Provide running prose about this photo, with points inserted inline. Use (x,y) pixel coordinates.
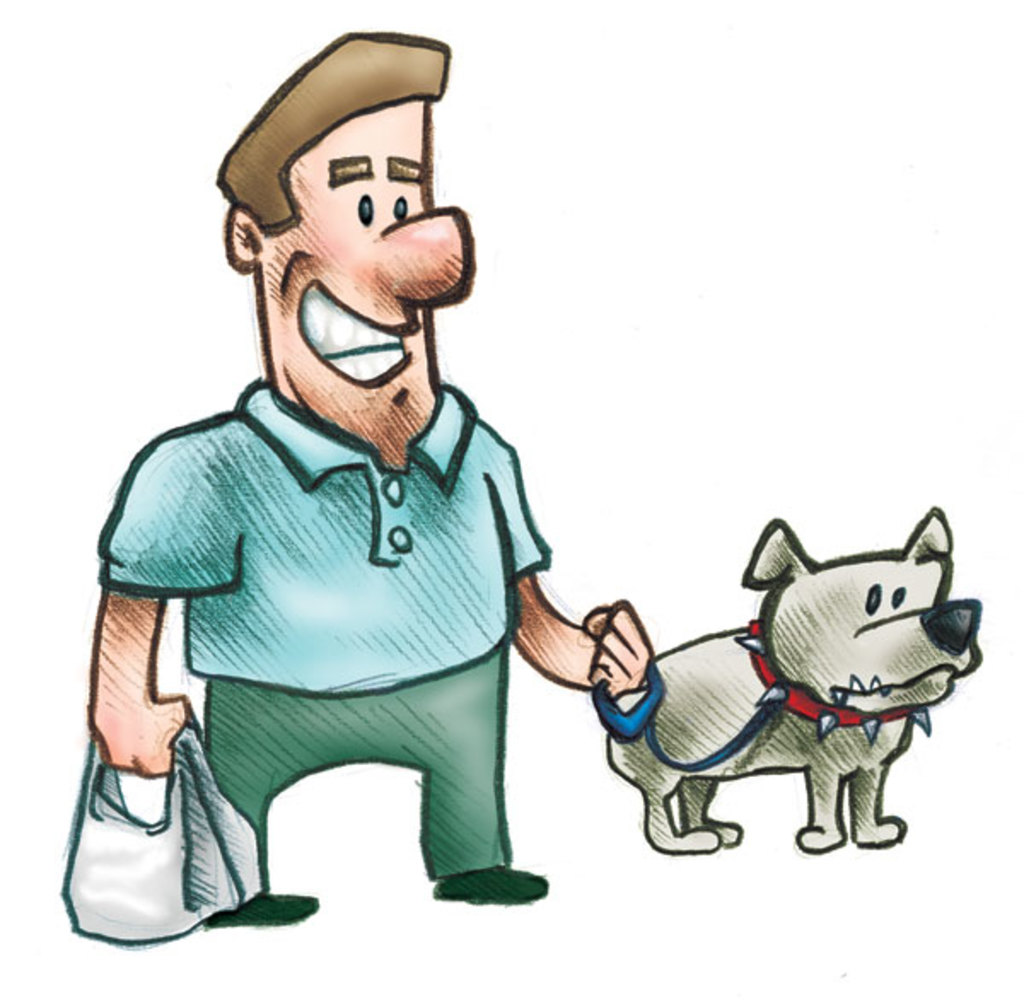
Here we can see a cartoon image, in this picture we can see a man (526,653) holding a bag (206,830), on the right side (760,685) there is a dog (693,703), this man (330,511) is holding a strap (633,722), we can see a white color background (677,249).
